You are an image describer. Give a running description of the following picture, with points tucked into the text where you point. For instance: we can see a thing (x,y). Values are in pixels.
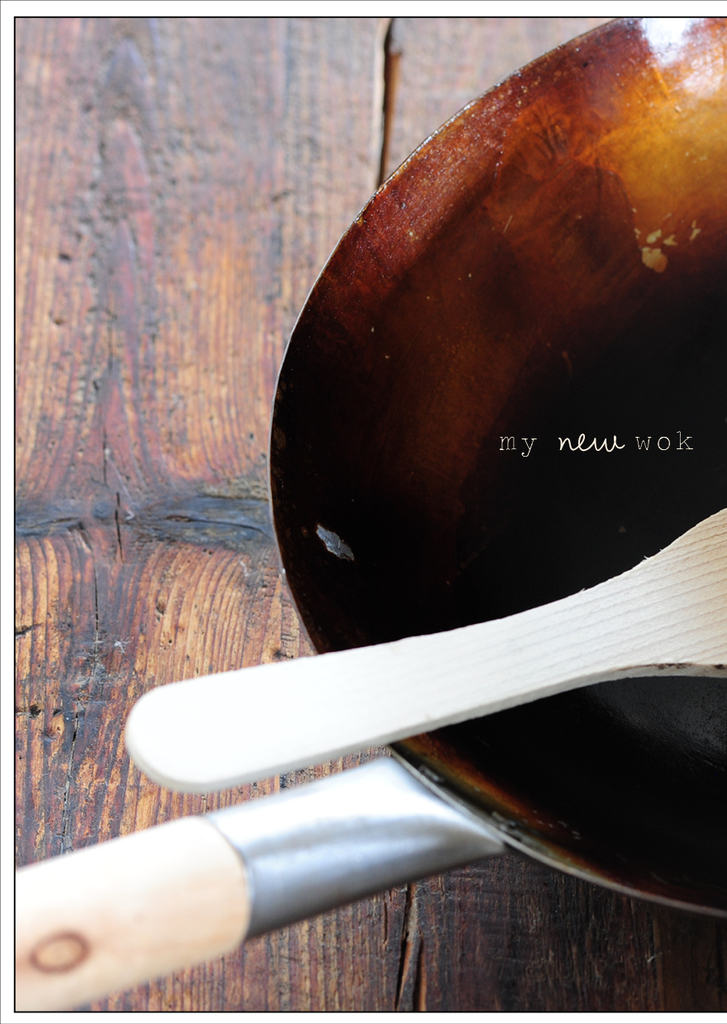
In the foreground of this image (451,953), there is a pan (404,883) and a wooden spatula (537,640) is placed on it which is on the wooden surface (151,403).
